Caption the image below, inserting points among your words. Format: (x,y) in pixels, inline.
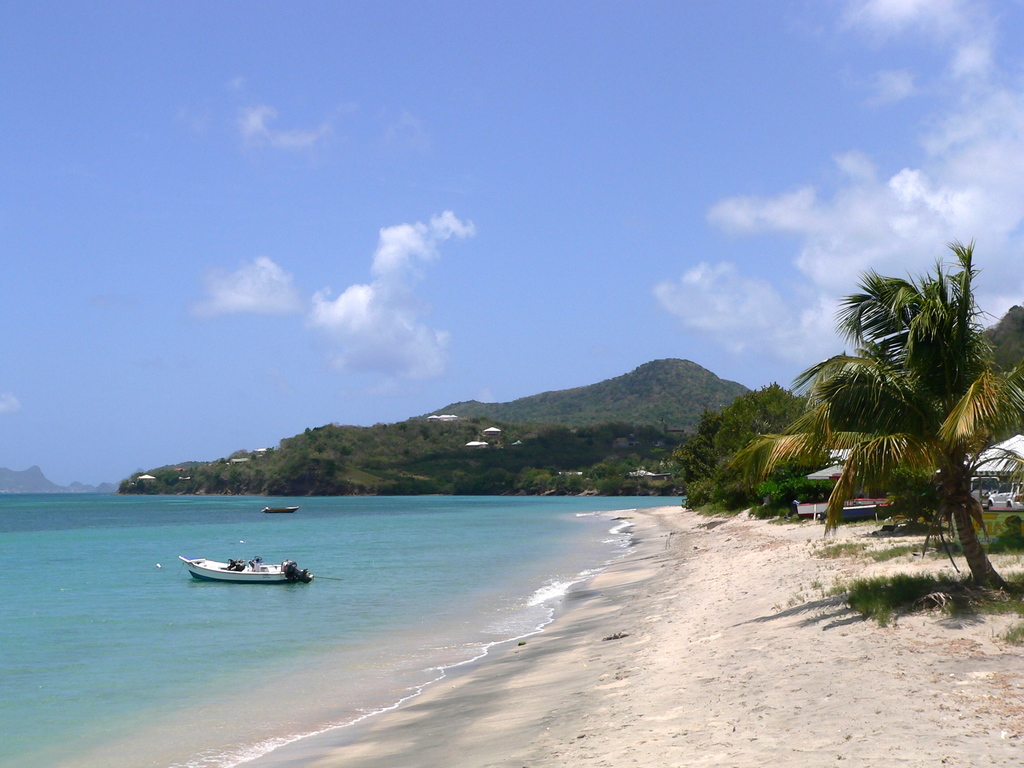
In this picture there are trees (842,362) on the right side of the image (685,450) and there is a boat (285,574) on the water (321,516), on the left side of the image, there are mountains (479,451) in the center of the image (668,430), it seems to be the bank (784,732) of a beach (541,740).
